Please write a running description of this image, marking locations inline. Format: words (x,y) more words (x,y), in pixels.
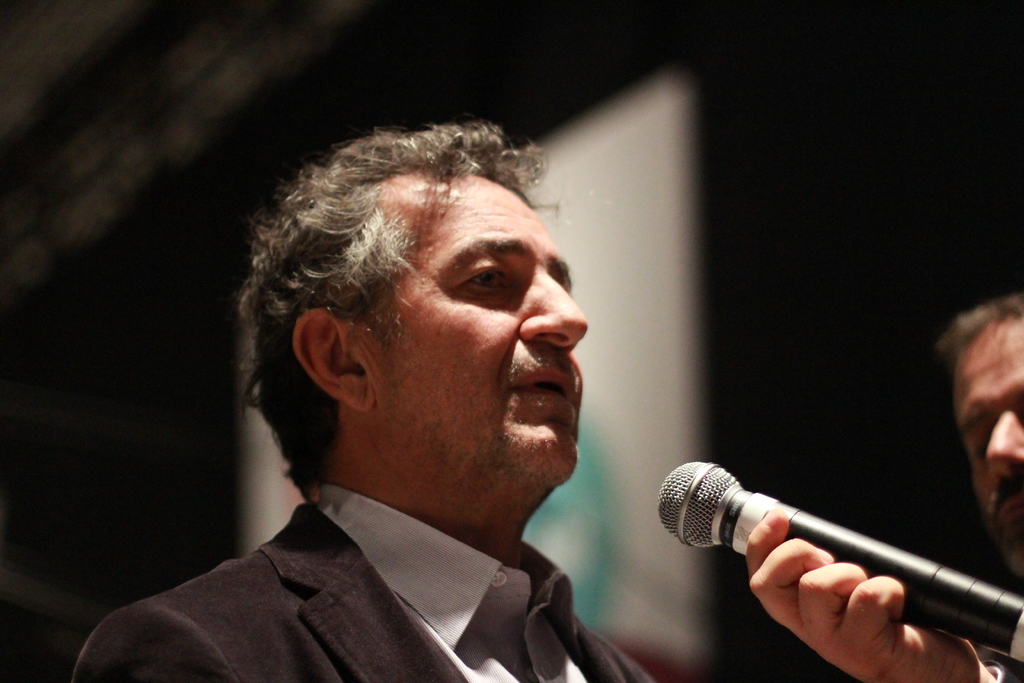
Here we can see a person (73,682) in the center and he is speaking on a microphone (723,501).
